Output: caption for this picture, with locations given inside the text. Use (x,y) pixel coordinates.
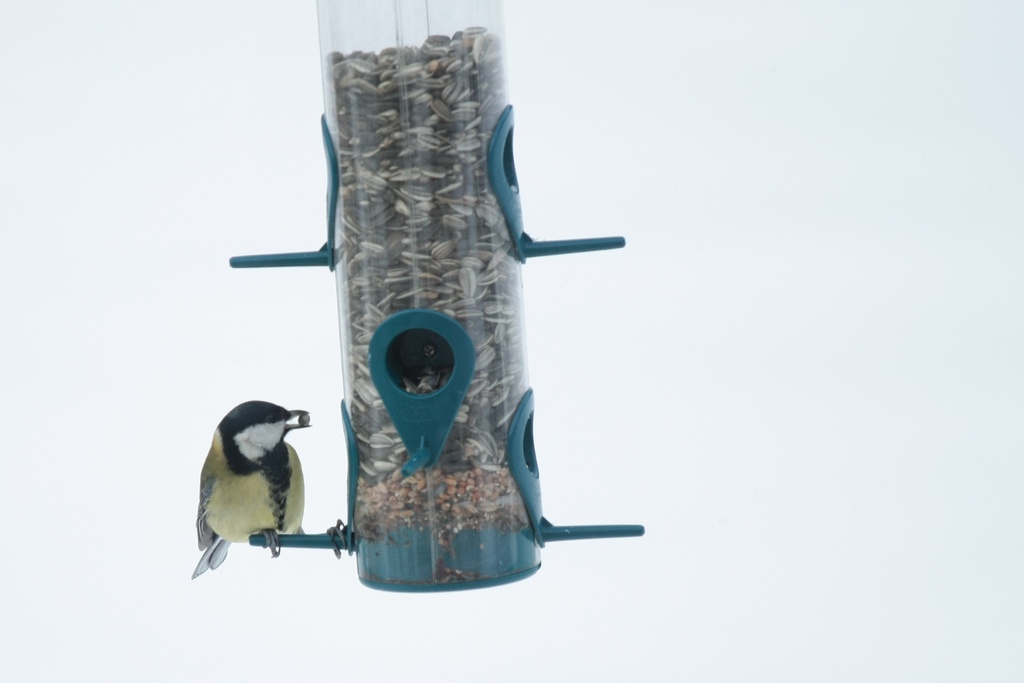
In this image there is a bird (241,419) standing on an arm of the seed tube feeder (397,223).
